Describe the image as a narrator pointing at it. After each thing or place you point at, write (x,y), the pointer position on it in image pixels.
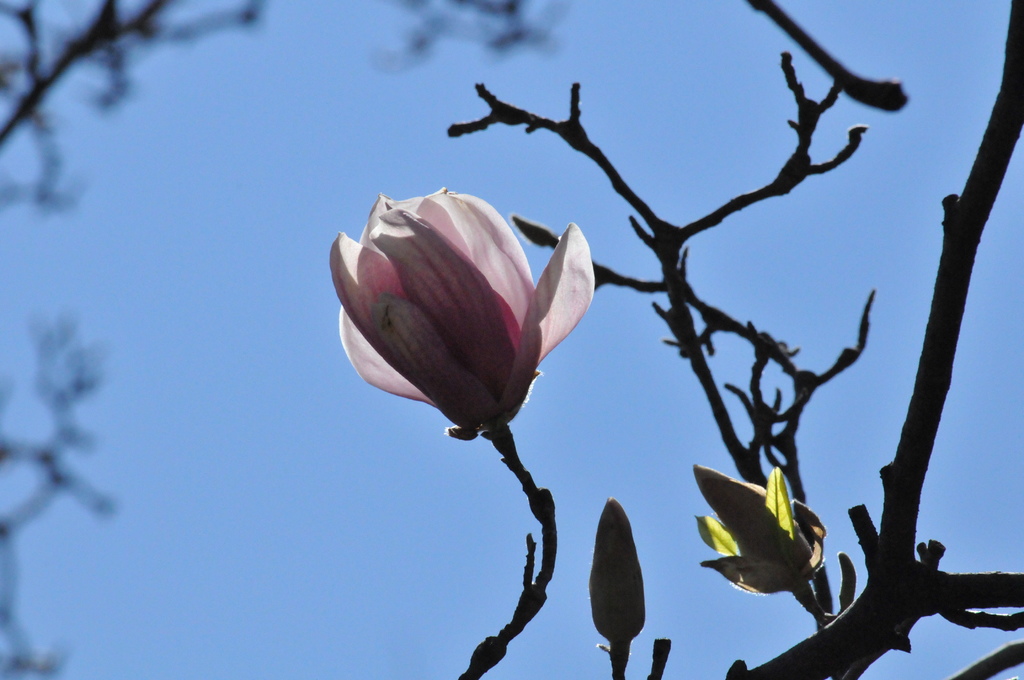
In this picture, there is a flower (516,260) and two buds (641,568) to a tree (878,635). In the background (138,424) there is a sky (539,202).
